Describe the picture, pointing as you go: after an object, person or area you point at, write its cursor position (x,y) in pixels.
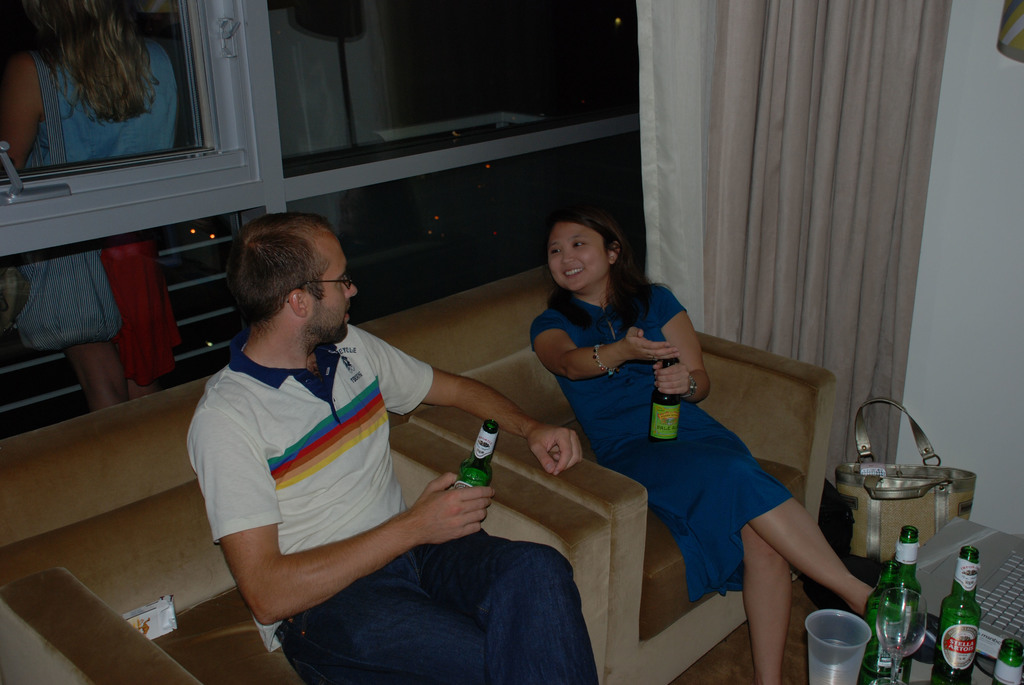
In the center of the image (573,373) we can see a man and a woman (546,346) sitting on a sofa (507,385) holding the bottles (493,449). We can also see a paper (142,625) on a sofa (203,627). On the right side (878,637) we can see a table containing some bottles (959,648) and glasses (890,628) on it. We can also see a bag (853,550). On the backside (724,250) we can see a wall (1001,379), curtain (734,242) and a person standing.
